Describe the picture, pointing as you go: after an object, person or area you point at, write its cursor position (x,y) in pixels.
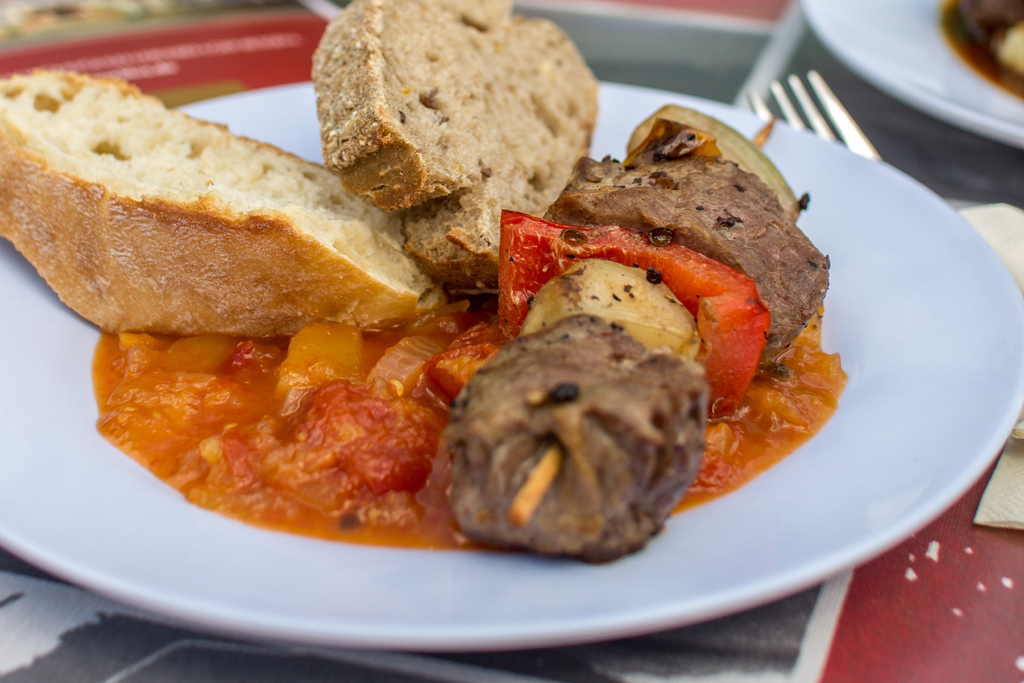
In this image, we can see food (461,396) on the white plate (634,577). At the bottom (893,559), we can see surface (987,677). On the right side (1016,488), we can see tissue papers (1012,448), fork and food (1005,79) on the plate (934,101). Top of the image (22,6), there is a blur view.
